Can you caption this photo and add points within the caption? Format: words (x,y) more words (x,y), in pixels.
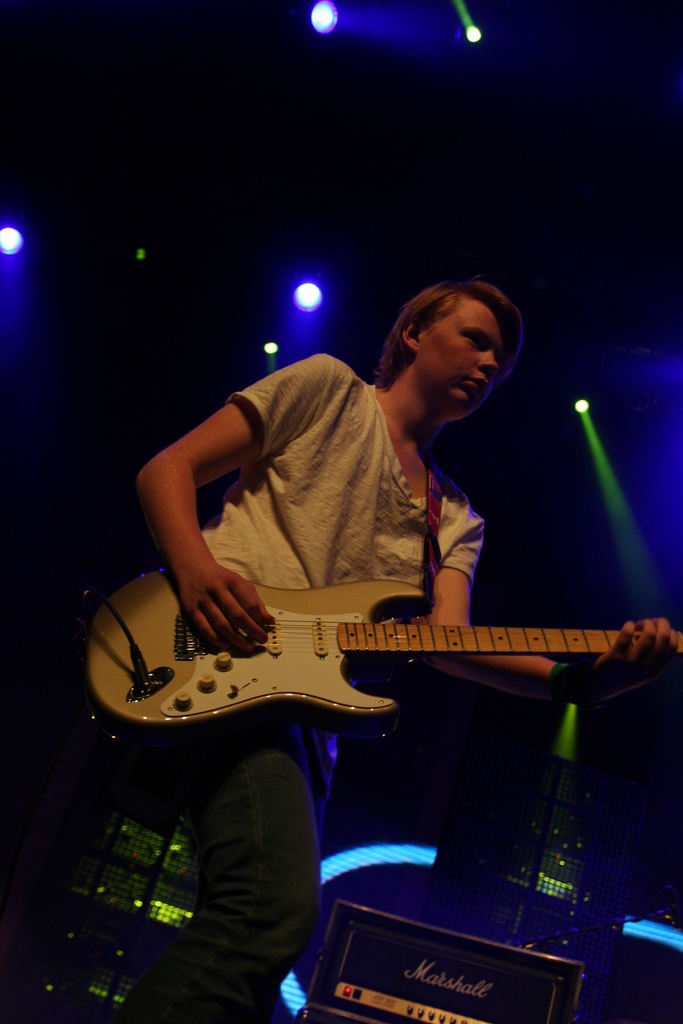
This is a picture of a person (284,556) in white shirt (281,548) holding a guitar (304,614) and playing it and behind there are some speakers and above there are some lights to the roof (626,170).
